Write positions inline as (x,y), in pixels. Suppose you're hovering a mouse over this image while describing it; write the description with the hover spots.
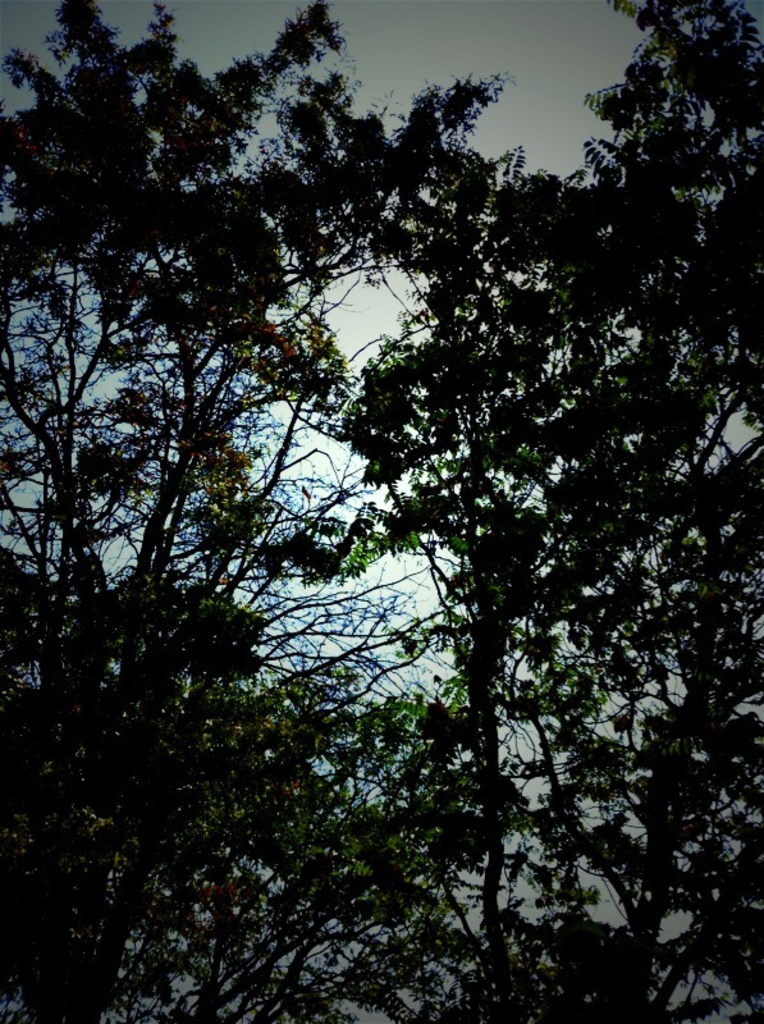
In this picture there are trees (177,482) in the center of the image (419,614) and there is sky (487,152) in the background area of the image (509,104).
